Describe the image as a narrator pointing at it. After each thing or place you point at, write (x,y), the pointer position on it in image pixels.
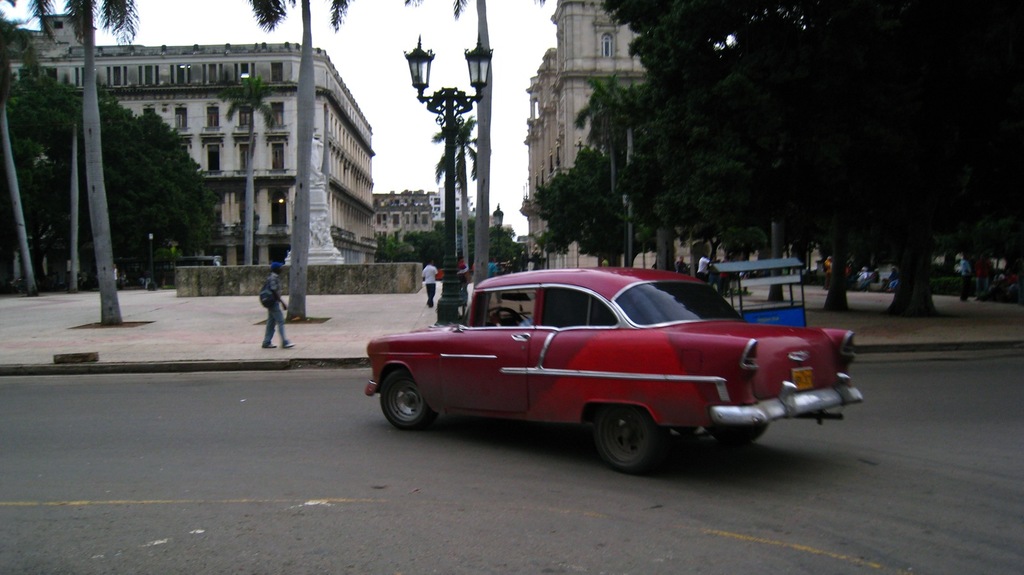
In the image we can see a vehicle (590,393) on the road (258,467). There are even people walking and they are wearing clothes (437,273). Here we can see trees (207,204), buildings (287,162) and these are the windows (273,195) of the buildings (225,127). Here we can see the pole (445,119), road (285,443) and the sky (391,60).
